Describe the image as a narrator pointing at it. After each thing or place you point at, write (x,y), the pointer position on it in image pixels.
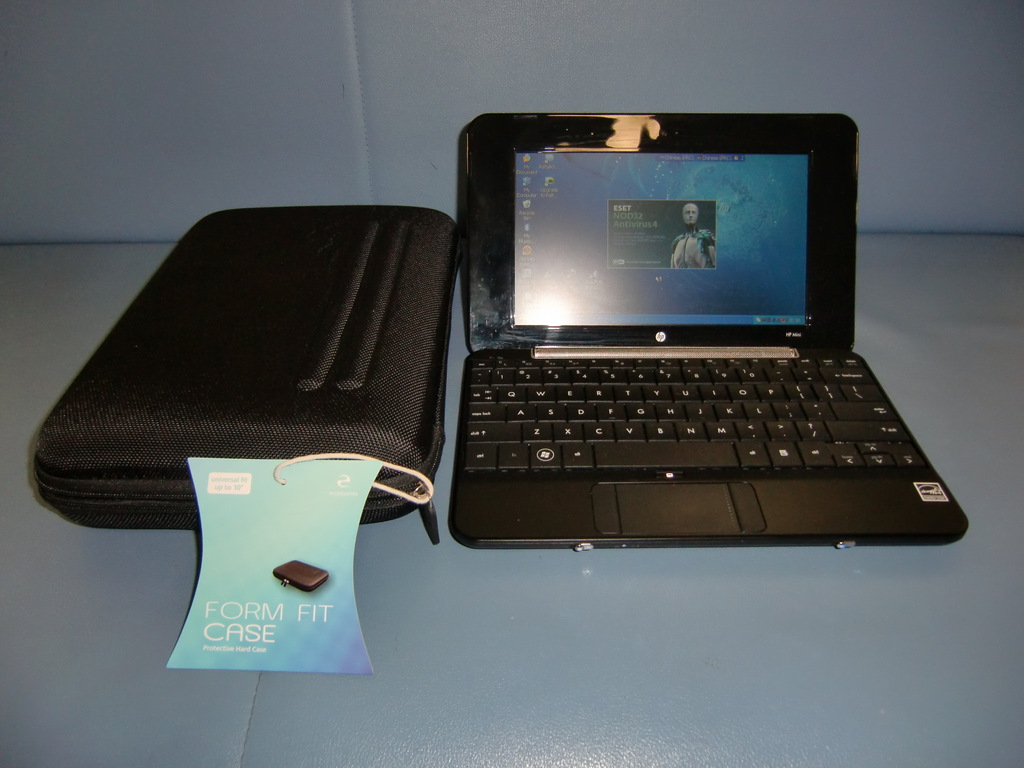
In this image we can see a laptop (646,351) and a case (426,454) placed on the surface (528,611).
